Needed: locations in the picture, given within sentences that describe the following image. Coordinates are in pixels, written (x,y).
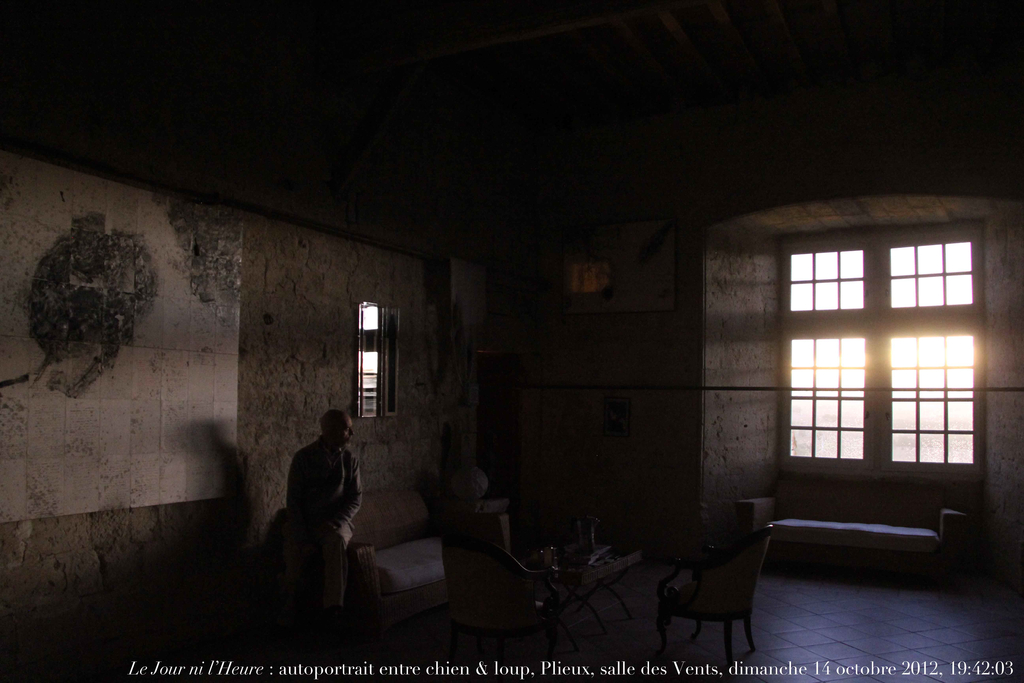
In this picture there is a man (347,475) who is sitting on a sofa (386,561), besides him there is a table (580,562) and two chairs (700,576). On the right (855,319) there is a window (835,311) and we can see a sun (934,360) setting from the window (932,373). On the left (208,378) there is a wall (287,307).
